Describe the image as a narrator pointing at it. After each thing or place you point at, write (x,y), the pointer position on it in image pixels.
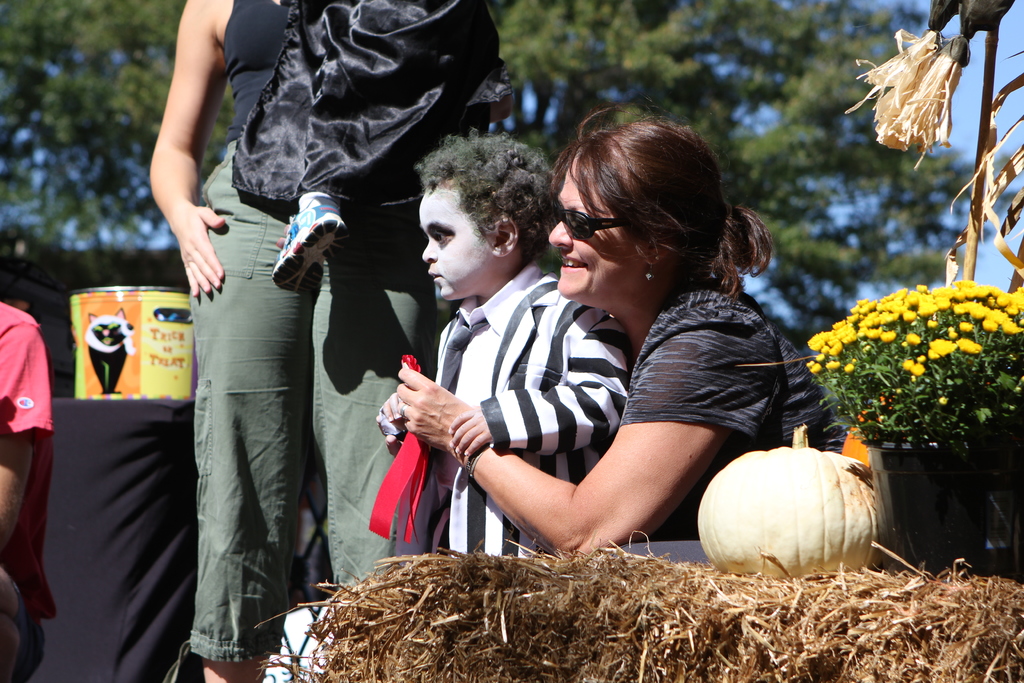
In this image, we can see persons (455,274) wearing clothes (344,178). There is a pumpkin (765,520) on the grass (715,628). There is a plant (953,379) on the right side of the image (967,382). There is a tin (148,347) on the left side of the image (147,383). In the background of the image (108,219), we can see a tree (785,100).
